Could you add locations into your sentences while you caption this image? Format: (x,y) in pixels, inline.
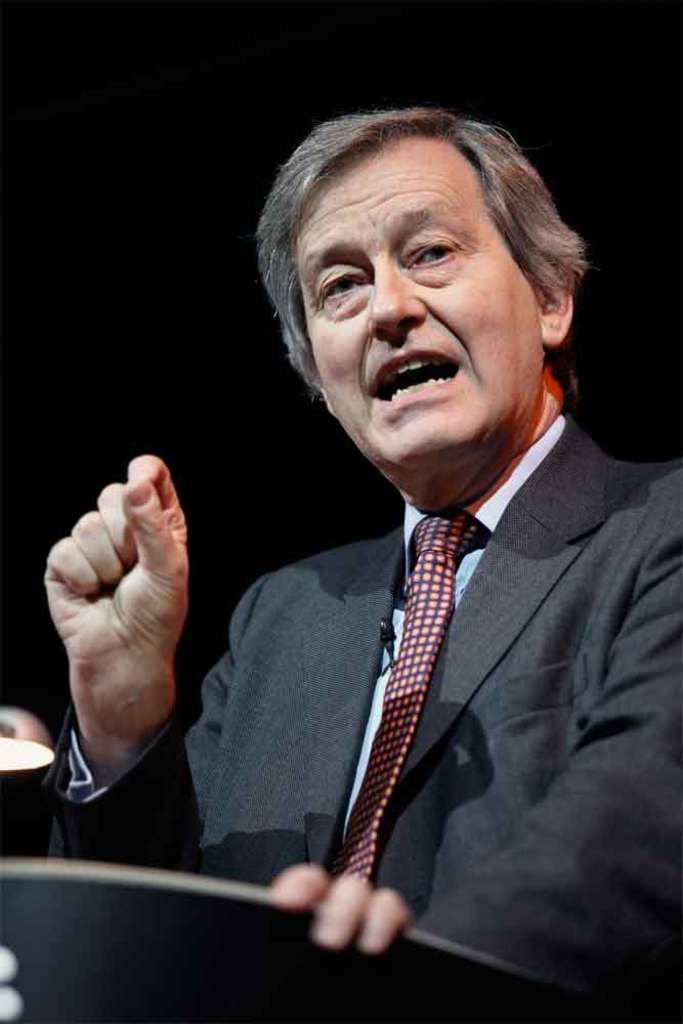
A man (400,548) is wearing suit (501,665).
